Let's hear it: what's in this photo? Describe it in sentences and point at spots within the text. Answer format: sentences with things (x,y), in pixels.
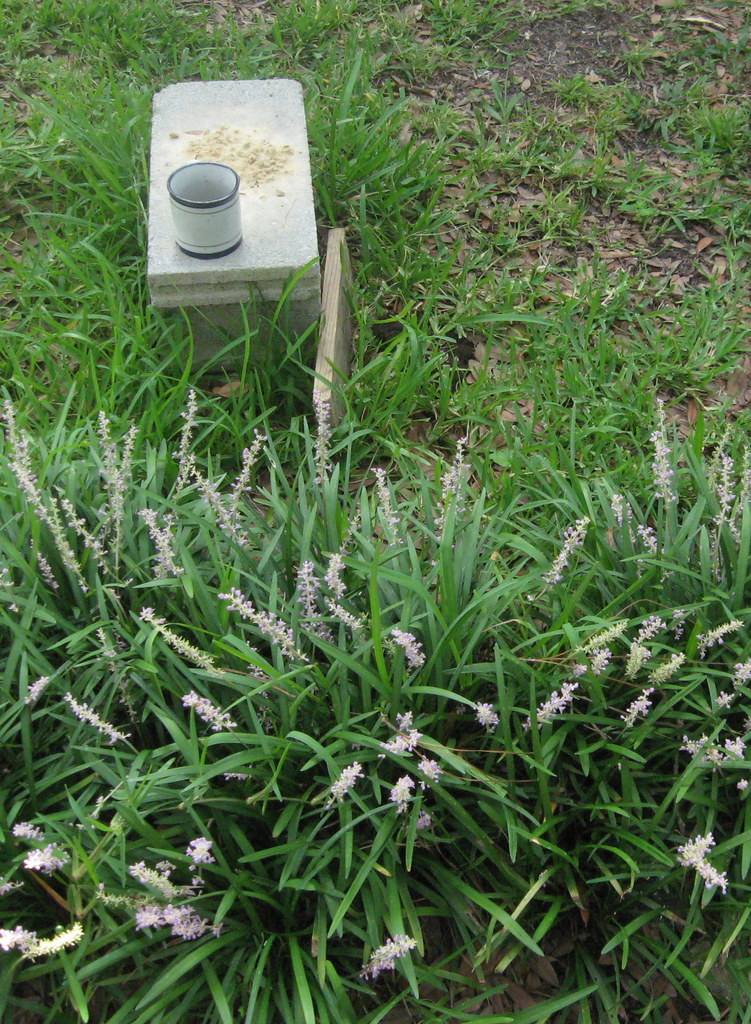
In this image there are flower plants (306,630) at the bottom (311,730). In the background (269,291) there is a cement block (257,278) on which there is a cup (180,215). On the ground (498,181) there are small plants (600,153).
